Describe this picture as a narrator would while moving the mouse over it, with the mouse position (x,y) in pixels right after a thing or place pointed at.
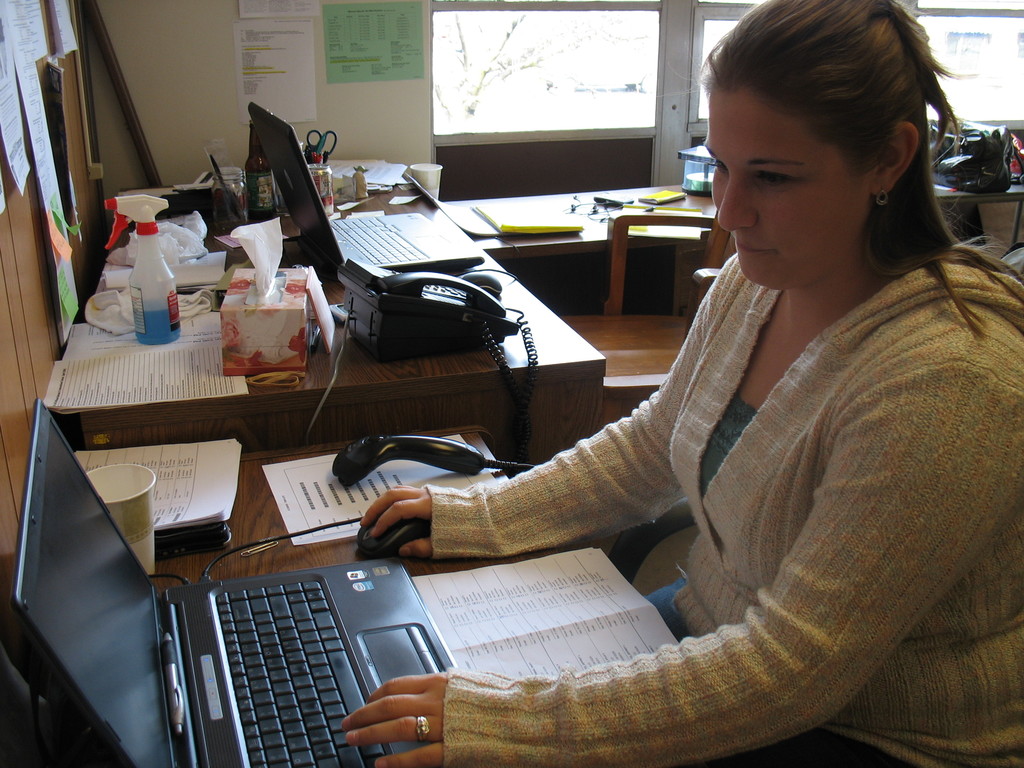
The image is taken in the room (531,334). On the right side (879,572) there is a lady (836,624) sitting and working on the laptop (230,607). There is a table (369,429) in the center (554,337). On the table (341,395) there are boxes (294,337), telephone (367,336), laptops (238,629), papers (456,616), glasses (128,497), holders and some files (511,227). There is a chair (636,335). In the background (380,127) there is a wall (364,117), a window (497,96) and some papers (282,101) which are pasted on the wall (100,80).
